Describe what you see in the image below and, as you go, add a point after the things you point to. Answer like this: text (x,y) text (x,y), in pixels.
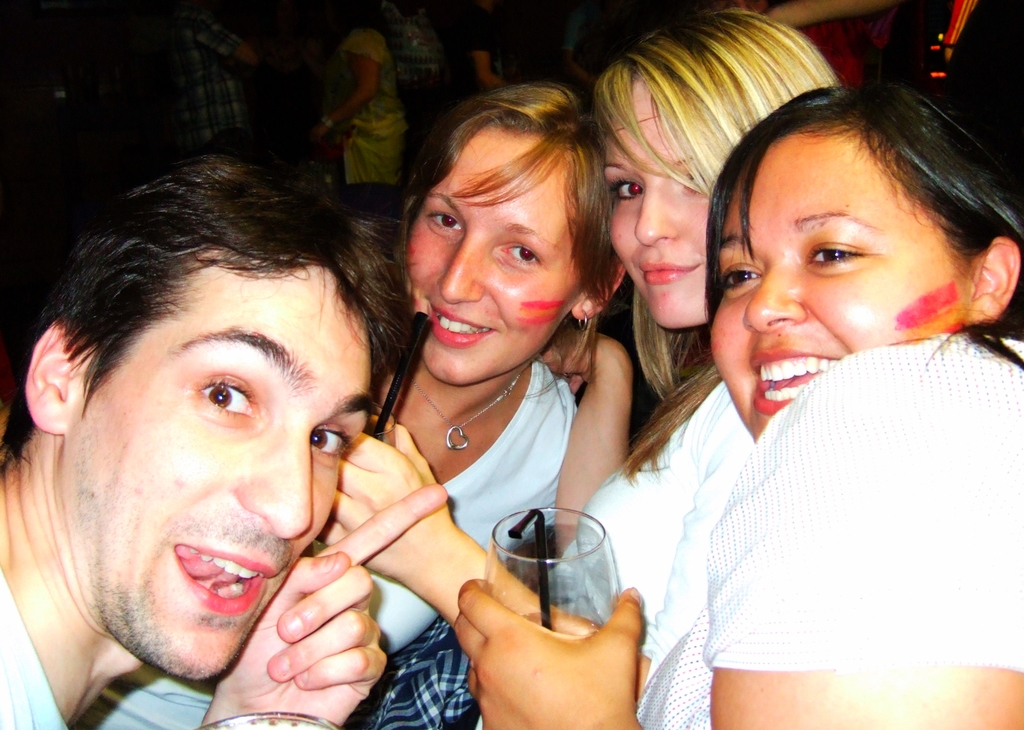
To the left bottom of the image (95,598) there is a man (321,610) with white t-shirt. Beside him there is a lady (499,398) with white t-shirt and a chain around her neck (525,362). Beside her there is a lady (669,461) with white t-shirt (640,520) is smiling. To the right side (897,453) there is a lady (806,483) with white t-shirt (806,498) is laughing and holding the glass (568,565) with a black straw (539,518) in it. To the top of the image (362,64) behind these people (942,301) there are few people (422,79) standing.
